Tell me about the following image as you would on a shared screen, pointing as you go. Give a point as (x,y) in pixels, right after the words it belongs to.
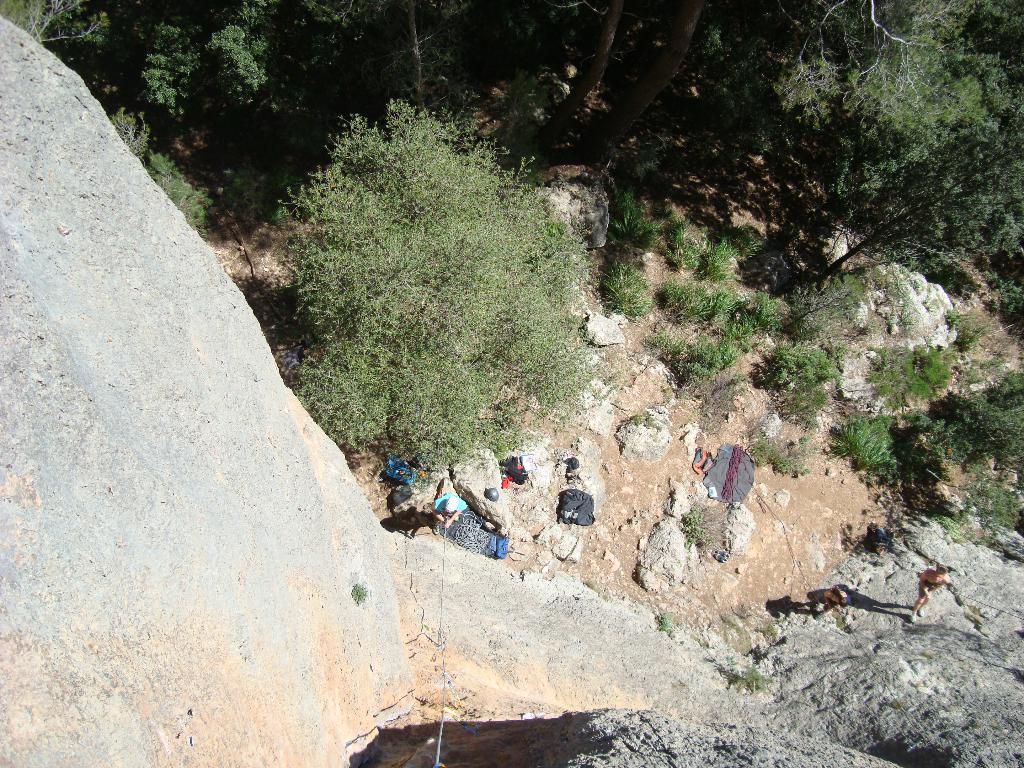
In this image I can see number of trees (445,382), few bags (397,469), ropes (458,536), shadows (883,752) and I can also see few people (450,502) are standing.
